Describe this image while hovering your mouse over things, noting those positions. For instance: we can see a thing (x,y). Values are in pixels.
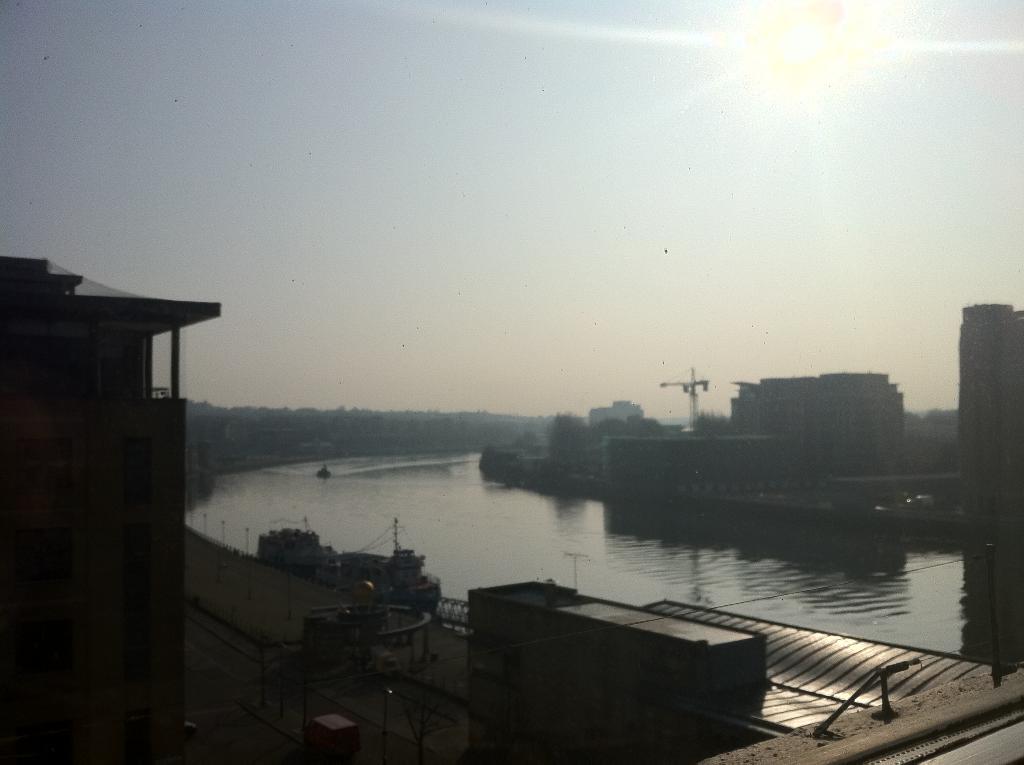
In this image I can see the water (541,545). On the left (115,443) and right side (689,461), I can see the buildings (753,424). At the top (758,84) I can see the sun (811,52) and the sky (272,137).
